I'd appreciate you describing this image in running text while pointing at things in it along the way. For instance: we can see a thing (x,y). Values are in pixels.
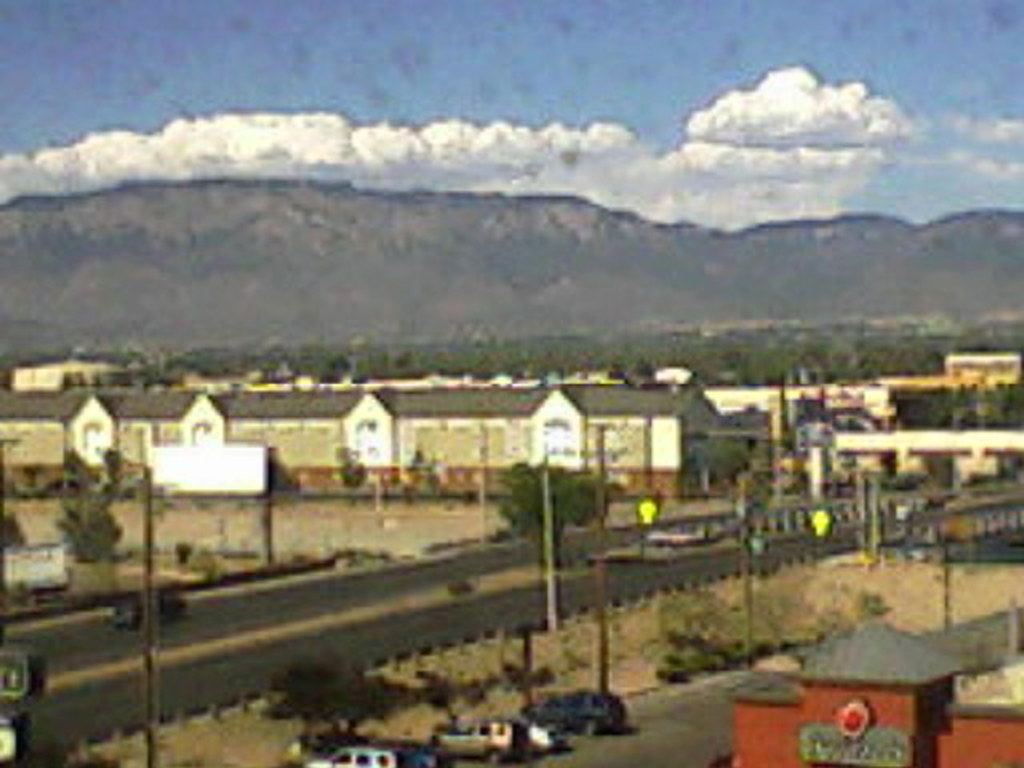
In this image I can see few buildings (989,472), poles (602,549), trees (578,497), mountains (123,342), sky (661,219) and few vehicles (583,712) on the road (236,651).
